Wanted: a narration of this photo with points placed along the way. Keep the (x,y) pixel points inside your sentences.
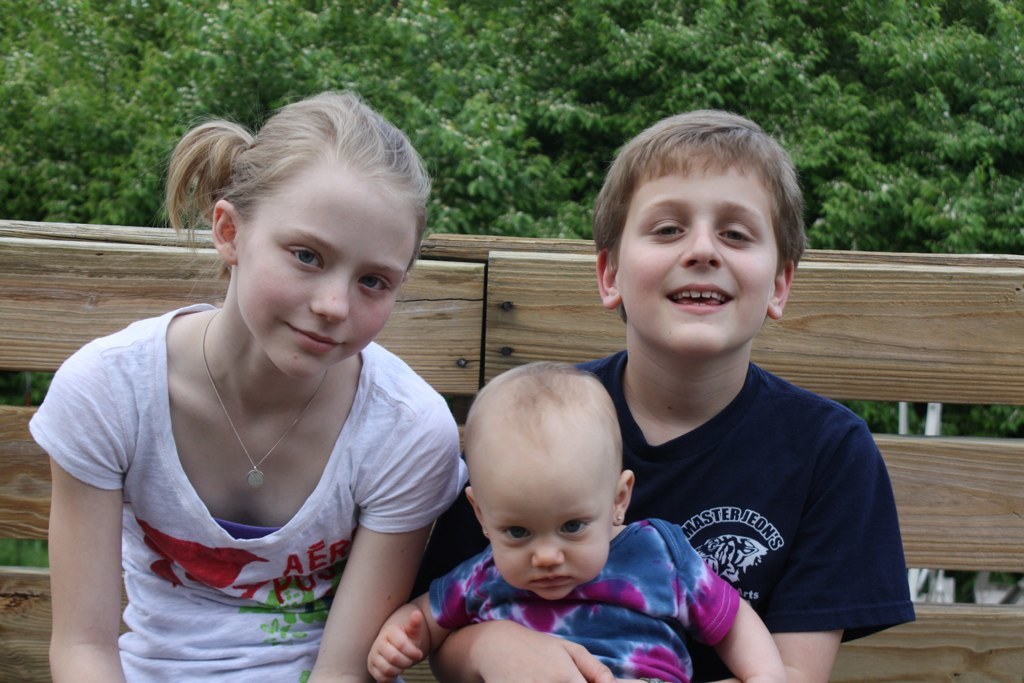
In this image, there are a few people (239,353) sitting on the wooden bench (508,346). There are a few trees (975,111). We can also see some white colored objects (1000,600).
